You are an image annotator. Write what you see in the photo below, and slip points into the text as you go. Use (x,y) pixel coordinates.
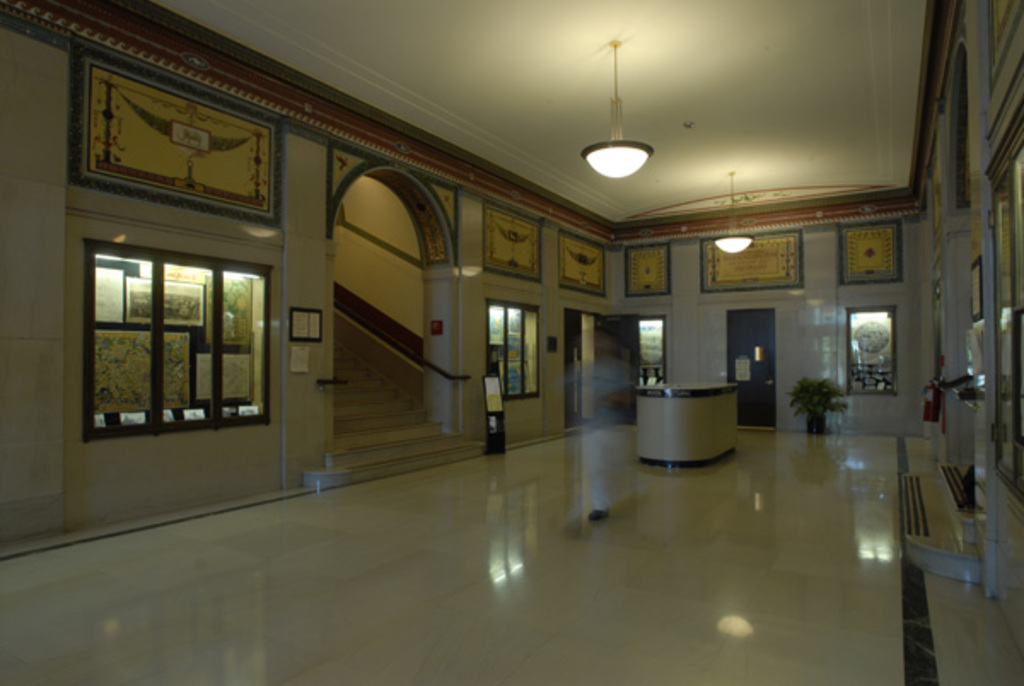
The image is taken inside the building (203,500). In the center of the image (643,446) there is a table (652,418) and we can see a person (604,481). There are stairs (368,381). In the background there are windows (648,363). At the top (637,149) there are lights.
